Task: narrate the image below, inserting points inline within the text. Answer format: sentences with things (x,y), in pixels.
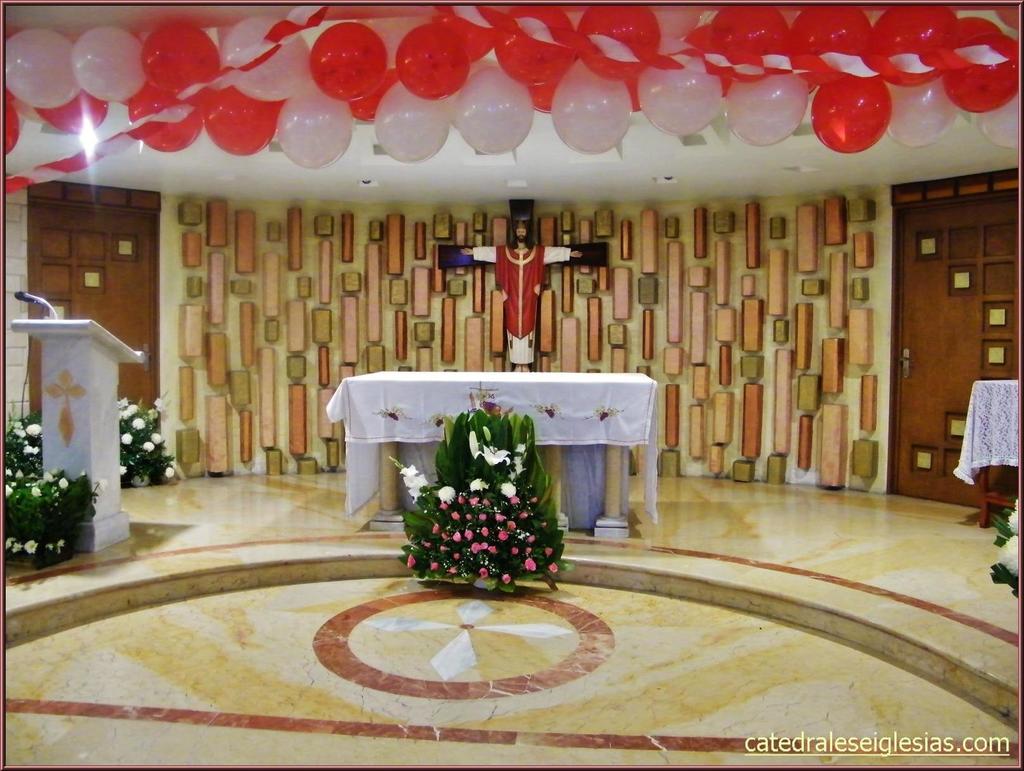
On the left side (93,333), there is a white color stand (82,396), which is on the stage (672,505), near pot plants (20,498), which are having white color flowers (58,539). In the middle (351,483), there is a table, which is covered with white color cloth (492,389), in a pot plant (545,532), which is having white and pink color flowers (472,541). On the right side (1017,535), there is a watermark (837,742), there is a table (985,409), which is covered with white color cloth (985,412), there is pot plant (1004,570), which is having white color flowers (1003,549). In the background (653,263), there is cross (591,256) on the wall (342,271). Above these, there are balloons (142,76) arranged on the roof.
